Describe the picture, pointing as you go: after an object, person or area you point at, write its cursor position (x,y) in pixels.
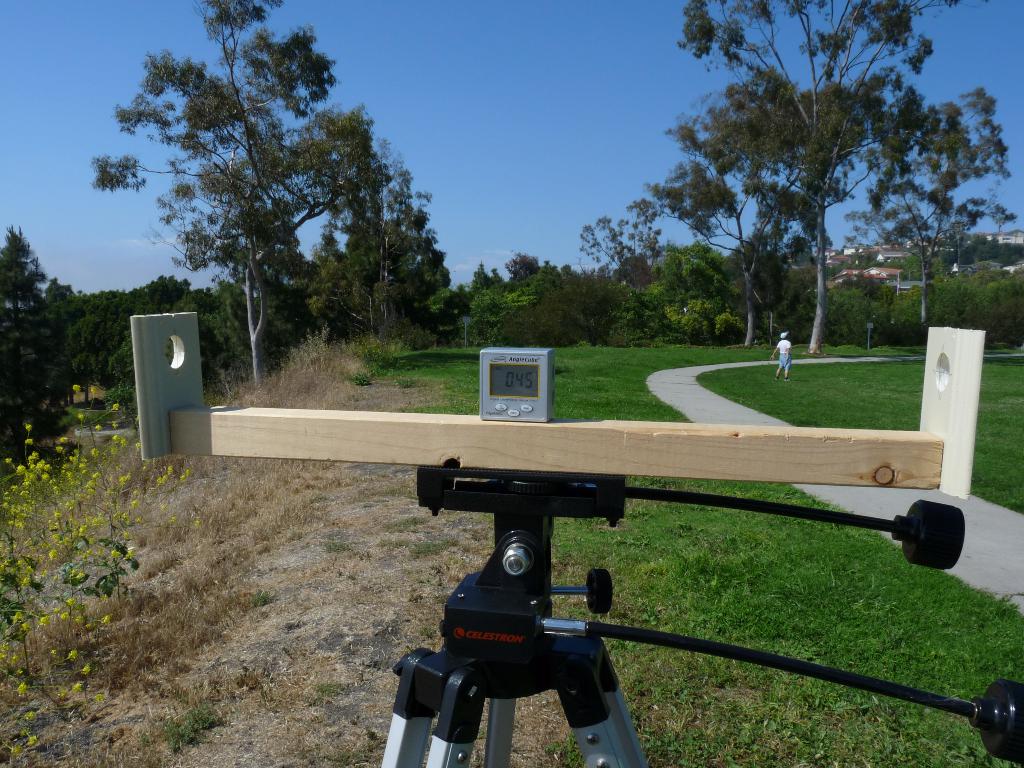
In this picture I can see the instrument (596,627). I can see a person (784,361) on the green grass (812,391). I can see a walkway (822,487) on the right side (708,388). I can see trees (517,282) in the background (471,295). I can see flower plants (128,497) on the left side (125,531). I can see houses (874,276). I can clouds (137,243) in the sky (527,93).
